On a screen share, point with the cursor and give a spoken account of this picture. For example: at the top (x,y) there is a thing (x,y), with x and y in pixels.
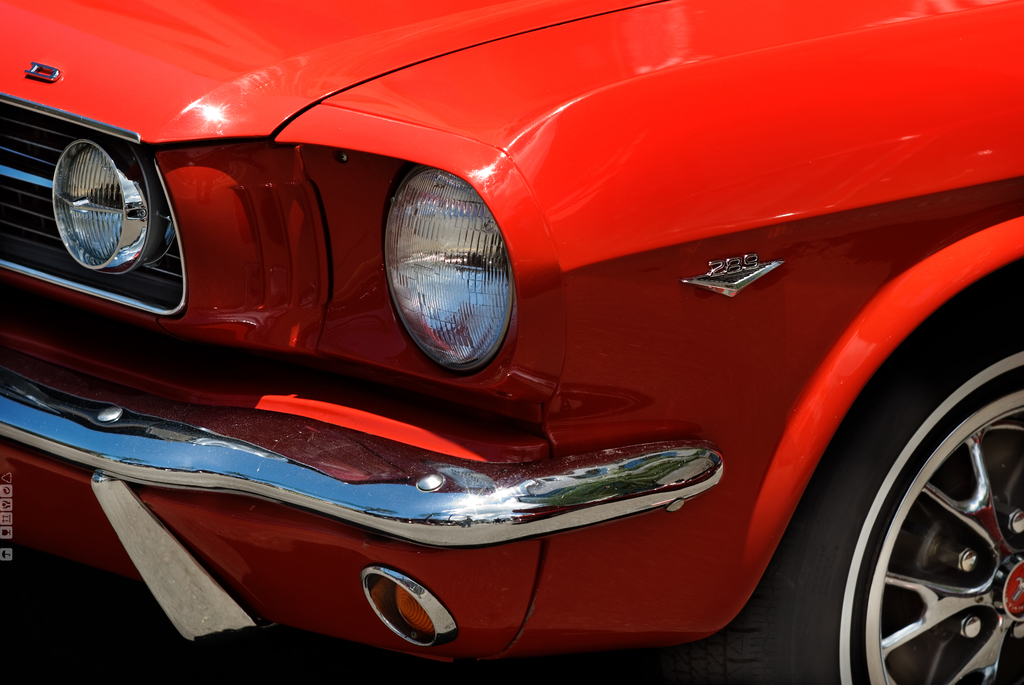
In this image, we can see there is a red color vehicle (662,72) having lights (67,170) and a wheel (1015,378).
